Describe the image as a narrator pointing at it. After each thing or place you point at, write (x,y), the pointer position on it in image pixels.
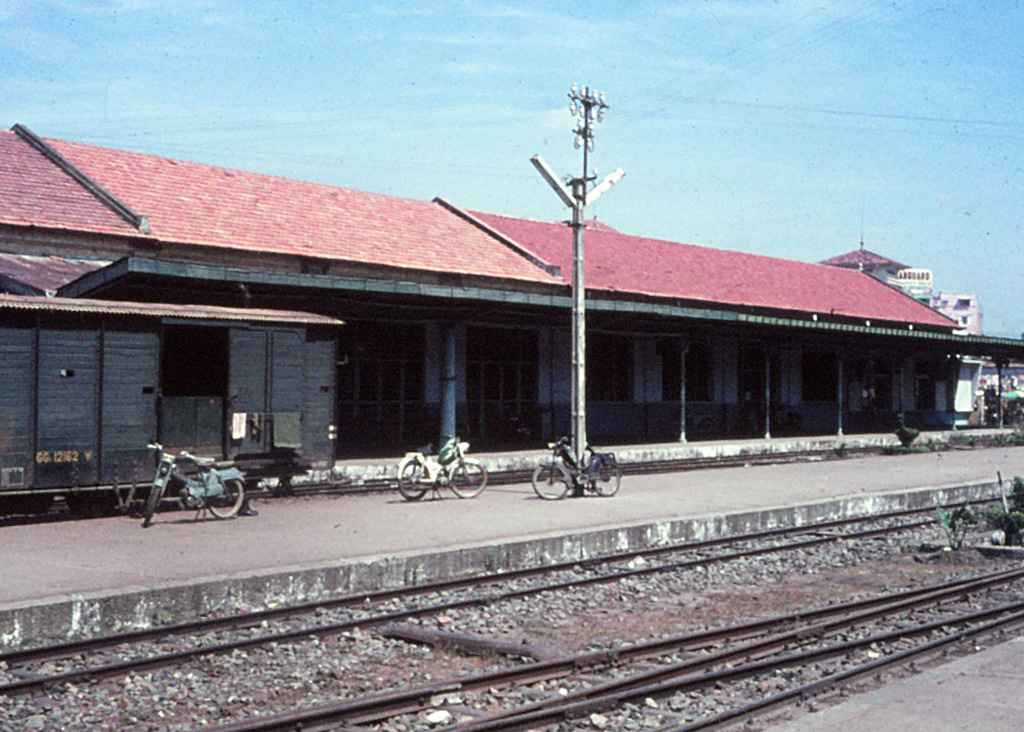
This picture consists of building (447,316), in front of building (607,316) I can see power line pole (576,188) and a track (136,472) and bicycles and railway track (509,585) and platform (741,477), at the top (565,74) I can see the sky (596,58).
